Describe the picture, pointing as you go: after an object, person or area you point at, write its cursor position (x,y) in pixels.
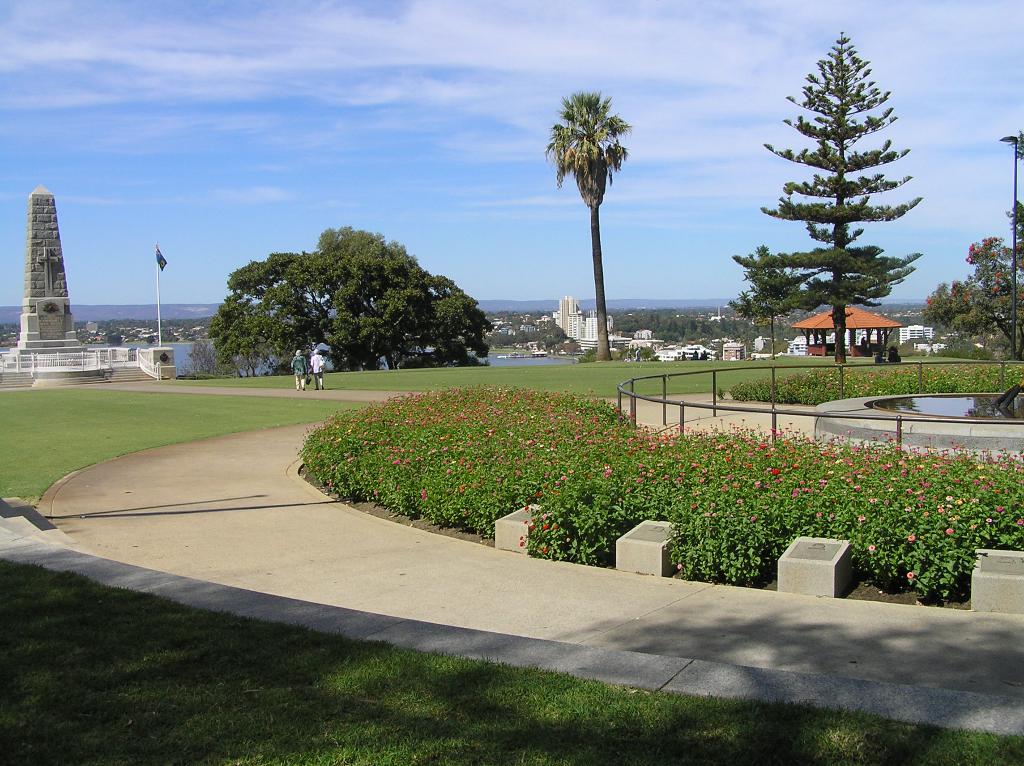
In the picture we can see a pathway (562,630) and inside we can see a grass surface (78,394) and on the other side, we can see some plants (757,486) with some small flowers (895,518) and near to it, we can see a railing (666,413) and a fountain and in the background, we can see two persons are walking on the path (310,400) and behind them, we can see a sculpted pillar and besides, we can see a flag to the pole (158,297) and trees (282,295) and behind it we can see a water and far away from it we can see trees (650,327), buildings (684,347), and sky (643,129).
